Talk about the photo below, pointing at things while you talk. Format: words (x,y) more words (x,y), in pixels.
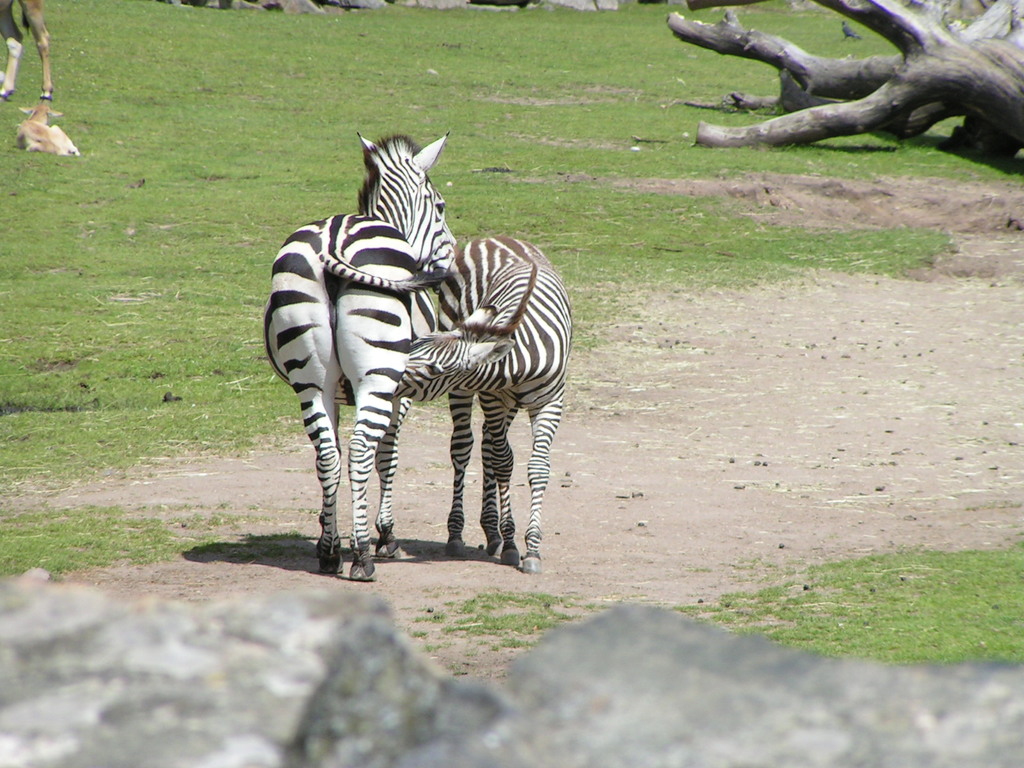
At the bottom of the image (381,692) there is rock (316,648). Behind the rock (316,648) on the ground (308,111) there is grass (1019,653). There are two zebras (443,306) standing on the ground (685,130). In the top right corner of the image (813,74) there is a tree trunk (884,62) with branches (837,59). And in the top left corner of the image (33,14) there are legs (12,42) of an animal (12,19).
